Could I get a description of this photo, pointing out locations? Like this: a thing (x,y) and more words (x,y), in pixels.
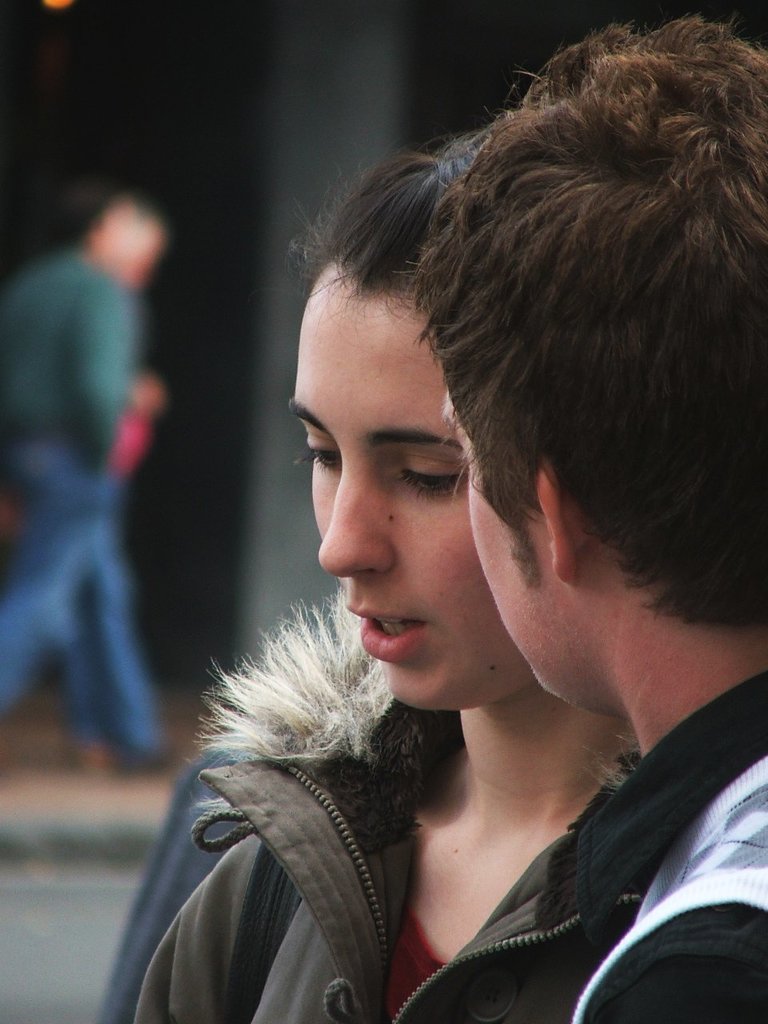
This image consists of two persons (331,742). One is a woman (457,791), another one is a man (620,638). The woman (404,833) is wearing a jacket (253,756). There is another person (15,296) walking on the left side (83,444).
